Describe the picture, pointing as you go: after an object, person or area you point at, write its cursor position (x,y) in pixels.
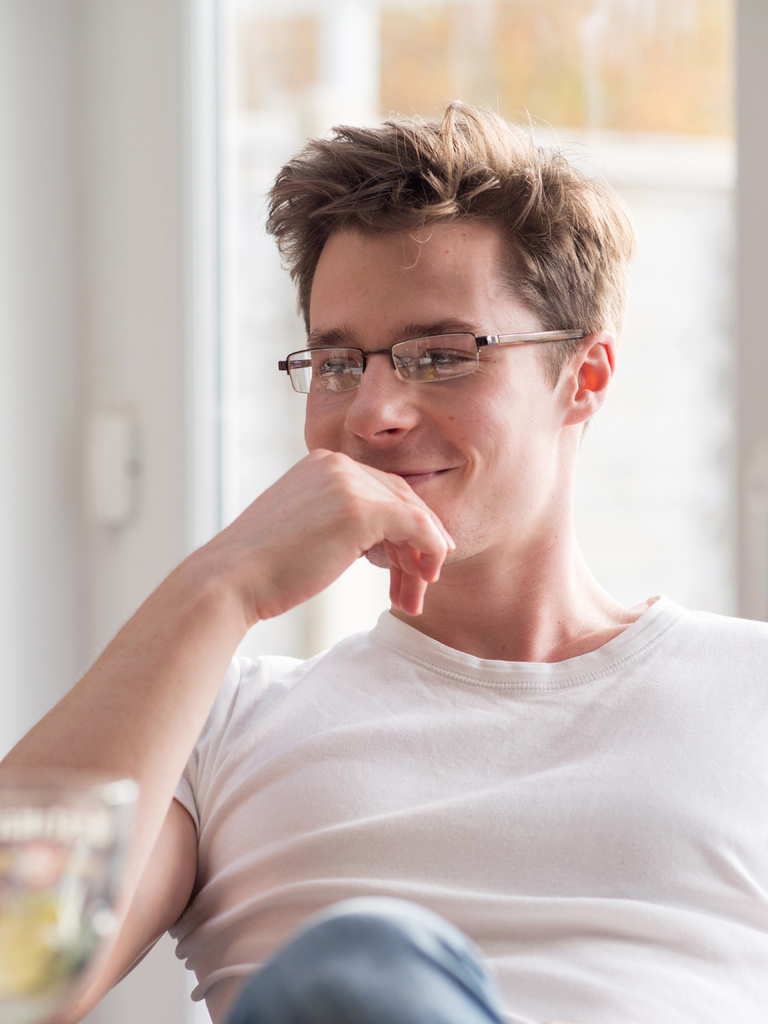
In this picture there is a man (529,636) with white t-shirt (333,780) is sitting and smiling. At the back (261,410) it looks like a door (472,101) and there is an object (137,438) on the wall (131,173). In the foreground (48,802) it looks like a glass (39,804).
